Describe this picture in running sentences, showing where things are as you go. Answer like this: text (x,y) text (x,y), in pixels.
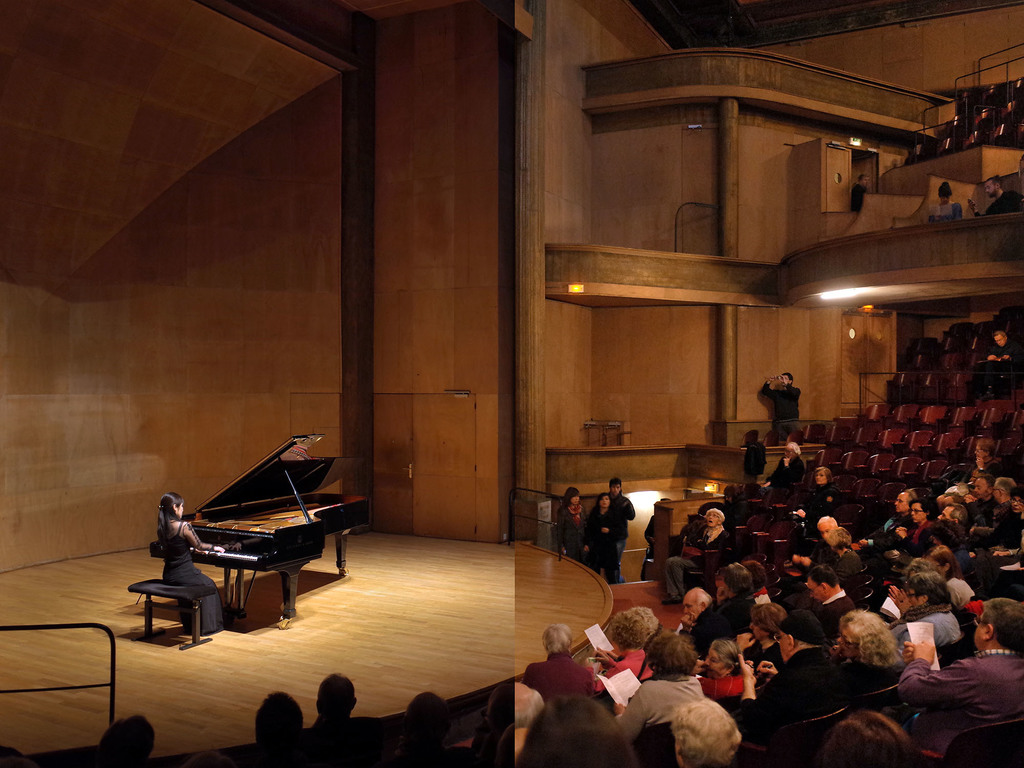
In this picture to the right side (882,625) there are many people (743,646) sitting and watching the performance. On the stage (336,619) there is a lady (221,551) playing a piano (238,501).
